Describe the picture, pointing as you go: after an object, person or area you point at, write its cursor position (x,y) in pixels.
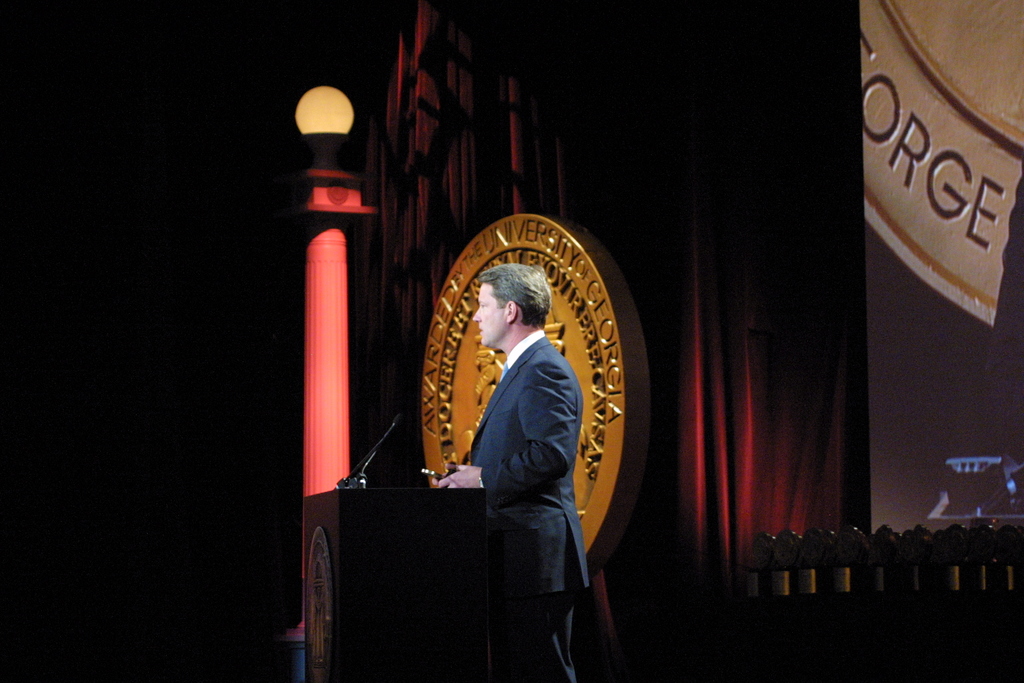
In this picture I can see a man (556,607) standing near the podium (444,530), there is a mike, there is a pillar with a light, there is a screen (877,86), there are curtains (706,479), there are some objects (753,575) on the table (791,642).
